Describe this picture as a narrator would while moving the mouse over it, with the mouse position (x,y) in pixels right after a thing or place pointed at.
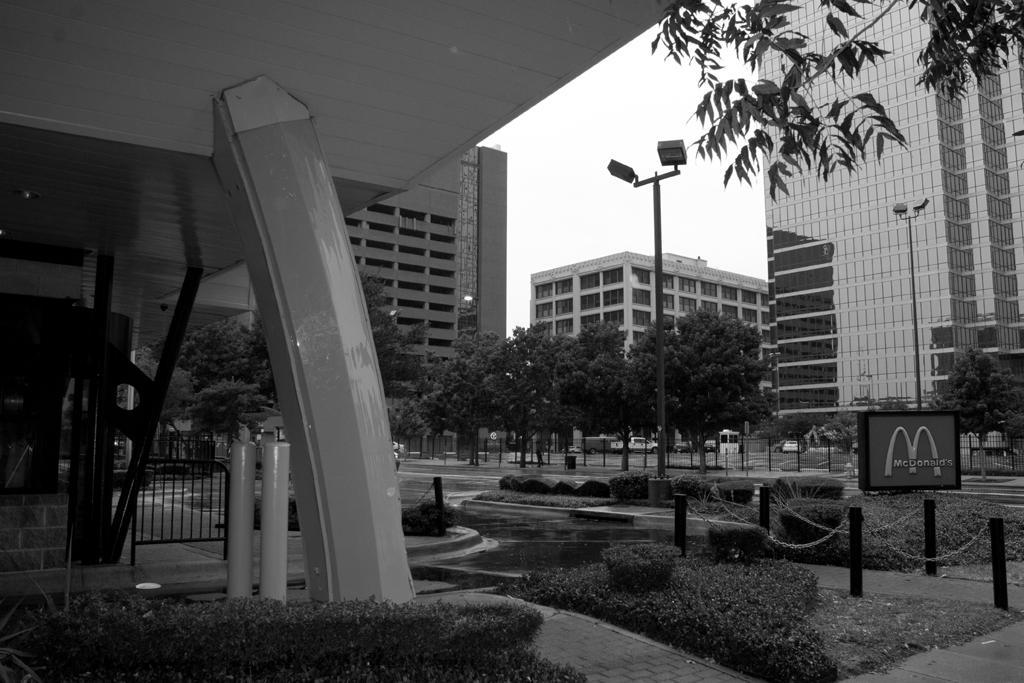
In this image we can see trees (547,382), light pole (658,173), buildings (613,315), grass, plants (808,491), vehicles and sky (572,125).
